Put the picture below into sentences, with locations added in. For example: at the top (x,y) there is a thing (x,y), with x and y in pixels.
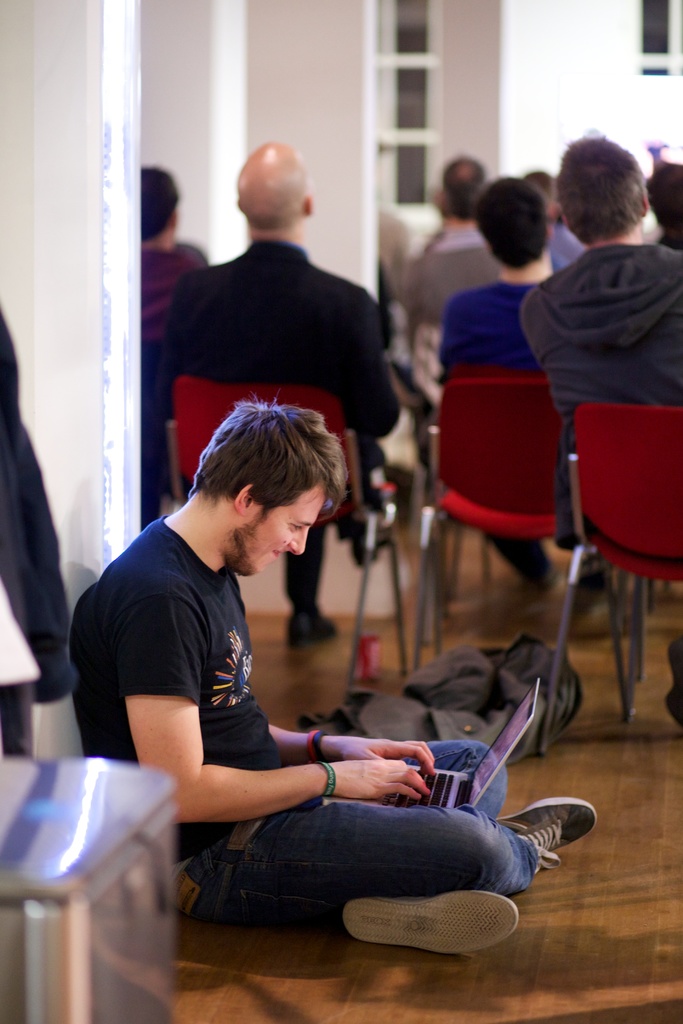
This is a picture of a room (117,551), where many people (530,254) are seated in chairs (509,447) and listening. In the center of the picture (246,412) there is a man (474,843) seated on floor (513,577) and doing work on laptop (505,752). On the left (103,858) there is a box (55,844). In the background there is a door (431,67).
